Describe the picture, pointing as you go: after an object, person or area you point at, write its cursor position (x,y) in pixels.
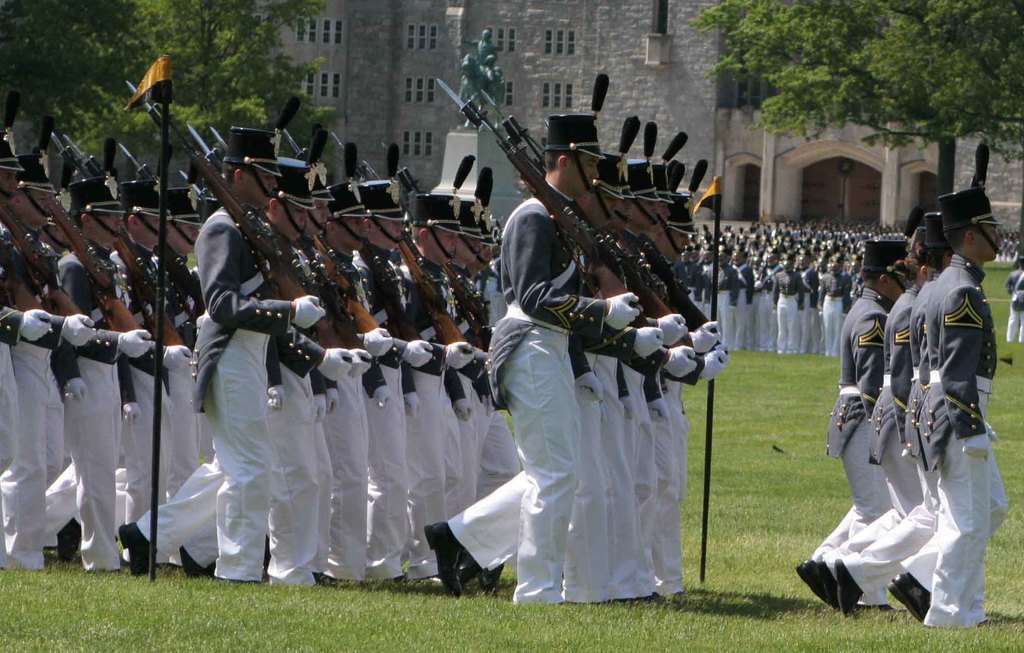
In the center of the image (594,297) we can see a few people (460,404) are walking and they are wearing caps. And we can see a few people (521,356) are holding guns (339,345) and they are in different costumes (626,324). And we can see the grass (740,409), poles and golden color small flags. In the background (437,105) there is a building (452,55), windows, pillars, trees (198,35), grass (772,483), few people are standing, few people (785,261) are wearing caps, few people (781,300) are holding some objects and a few other objects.
